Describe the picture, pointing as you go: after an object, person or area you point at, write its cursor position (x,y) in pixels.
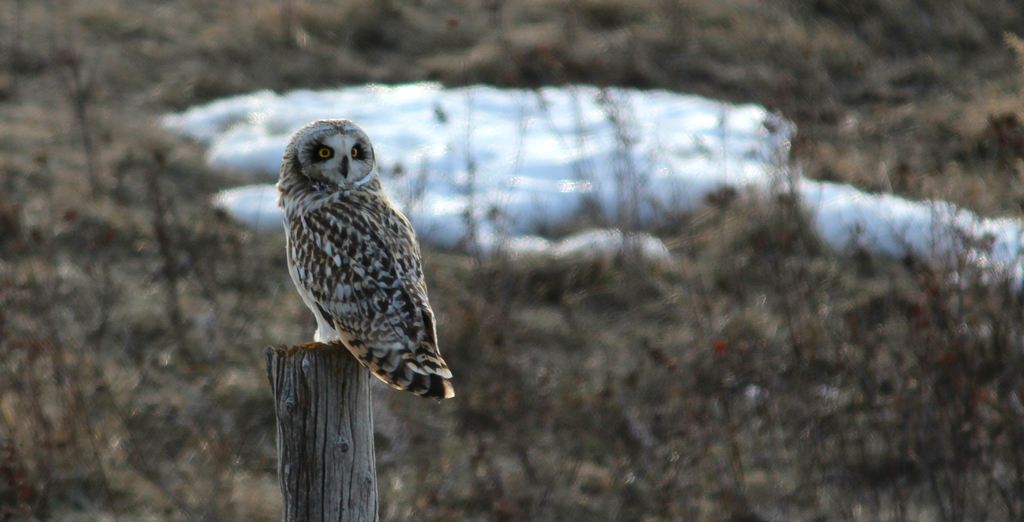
This image consists of a owl (351,260) sitting on a wooden block (300,417). In the background (781,428), we can see the plants (714,261). In the middle (632,203), it looks like a snow (449,155).
